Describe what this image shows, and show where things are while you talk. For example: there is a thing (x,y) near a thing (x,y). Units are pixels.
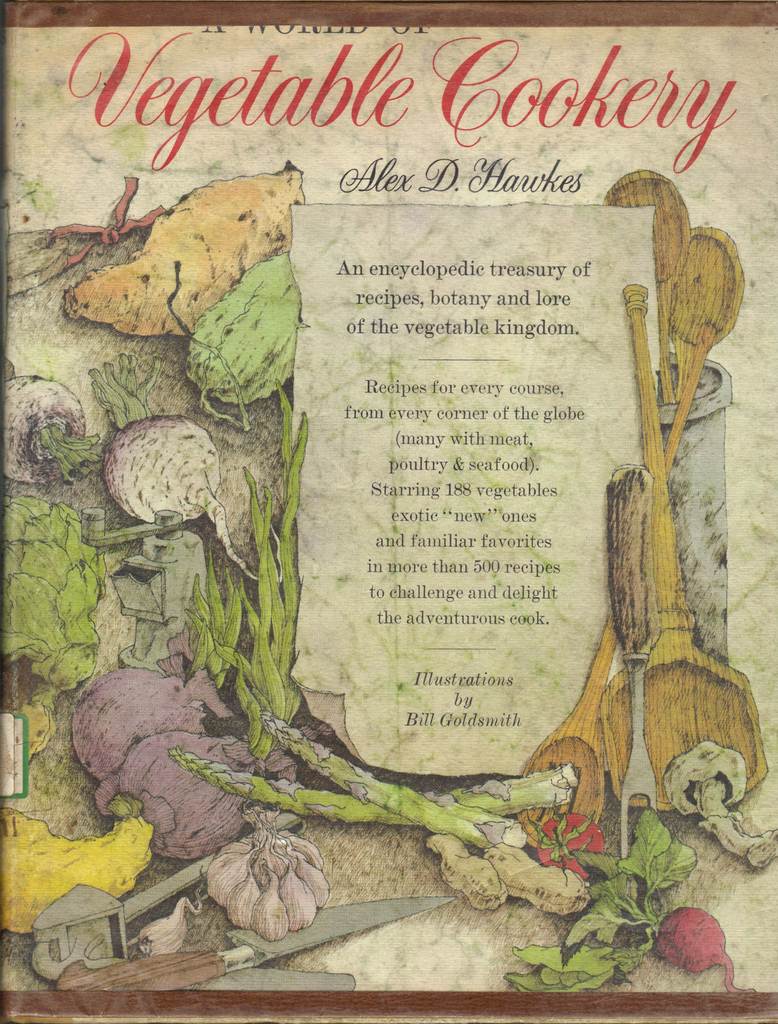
This picture is consists of vegetable cookery poster (380,152) in the image.
